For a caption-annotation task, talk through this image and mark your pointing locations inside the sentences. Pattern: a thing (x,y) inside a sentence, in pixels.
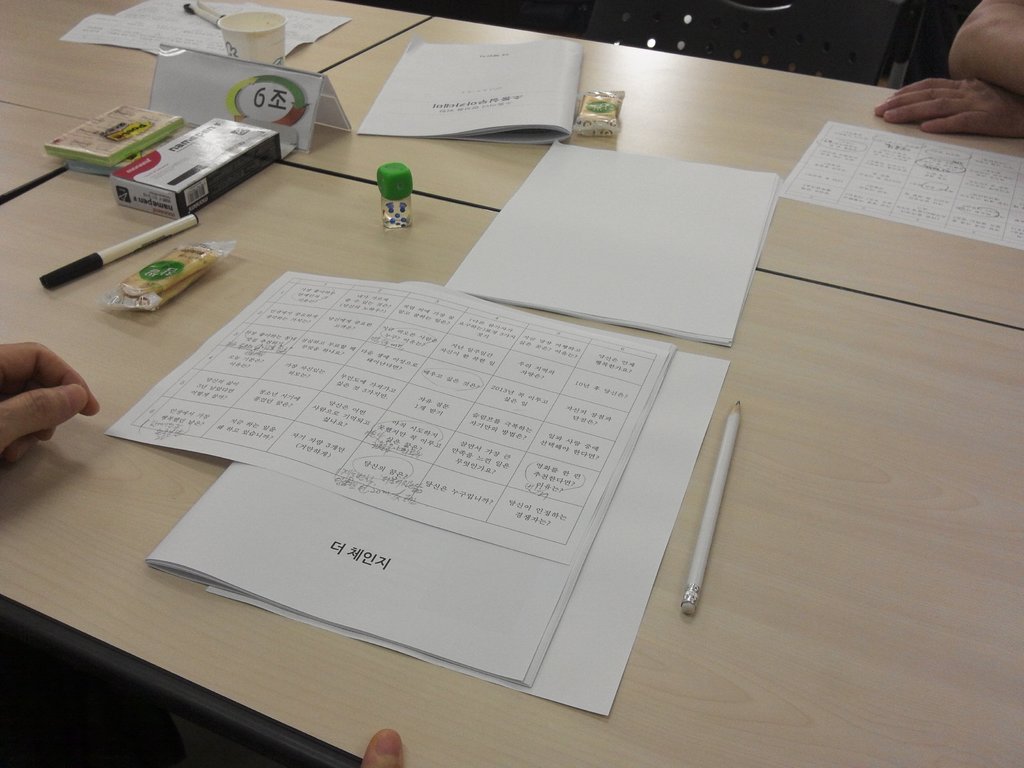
There is a table (305,680) and on the table (808,753) there are some papers (562,262), pens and other stationery items (191,160).
